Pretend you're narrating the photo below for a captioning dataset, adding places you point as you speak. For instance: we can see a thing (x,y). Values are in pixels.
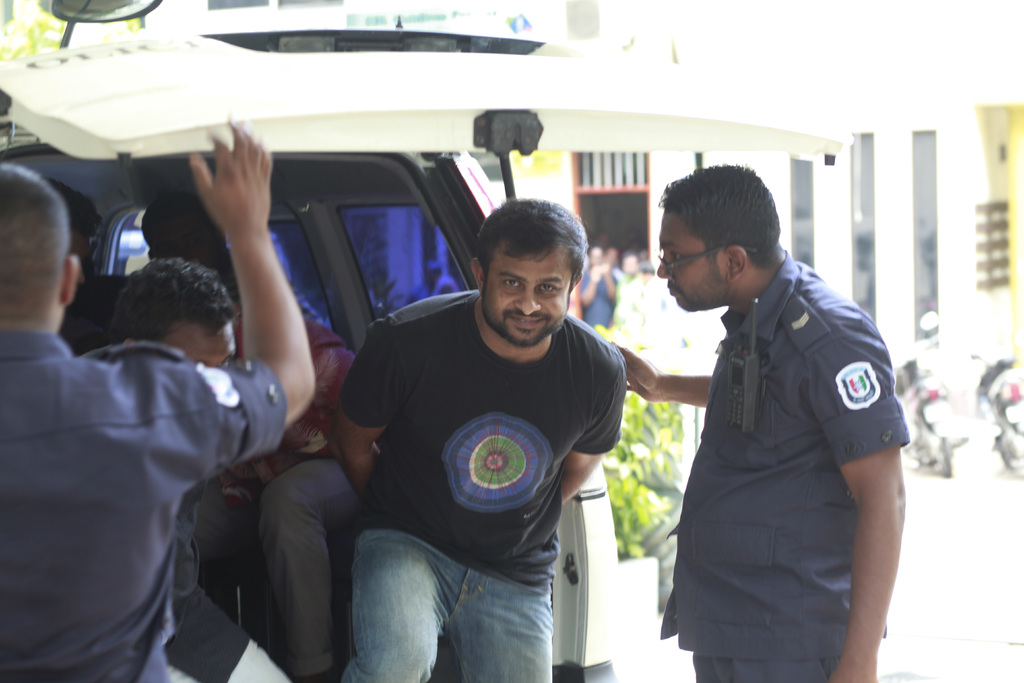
In this image I can see few people (59,470) and a man (778,275) in uniform (754,516). I can also see a walkie talkie (753,412) on his chest (741,331). In the background (926,412) I can see few vehicles (942,370) and a building (908,199).
